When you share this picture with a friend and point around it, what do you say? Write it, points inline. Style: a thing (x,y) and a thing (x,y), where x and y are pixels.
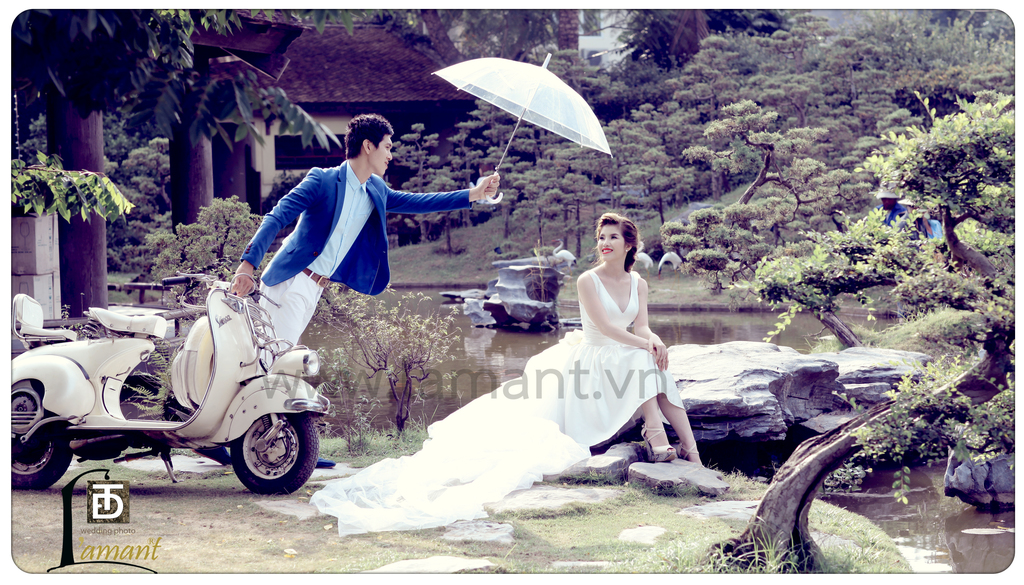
In this picture we can see a girl (607,376), wearing white dress (625,359) and sitting on the stone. Beside there is a boy (356,255), standing near the white scooty (257,368) and wearing a blue suit (316,256) and holding the umbrella (491,104). In the background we can see the water pond (448,310), trees (495,156) and shed house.
